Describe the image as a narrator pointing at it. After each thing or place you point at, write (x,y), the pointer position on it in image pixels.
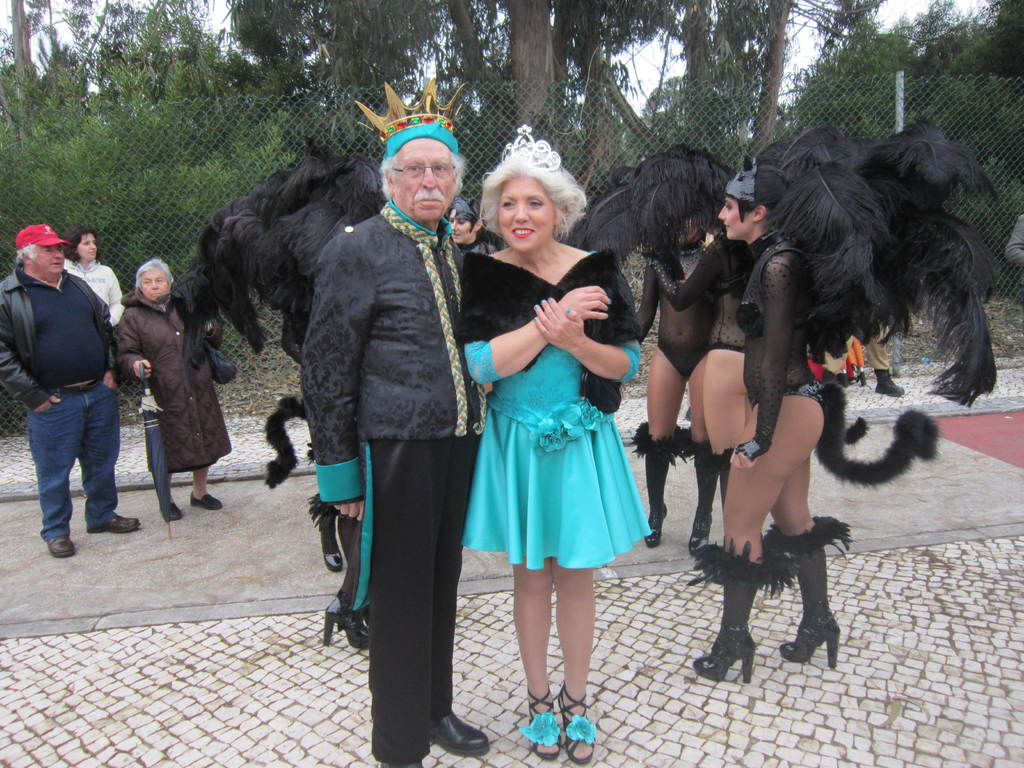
In this picture we can see some people (480,450) are standing, some of them are wearing costumes (391,238), there is steel mesh (589,124) in the middle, in the background (481,102) there are some trees (577,40), we can see the sky (897,6) at the top of the picture (884,11).
